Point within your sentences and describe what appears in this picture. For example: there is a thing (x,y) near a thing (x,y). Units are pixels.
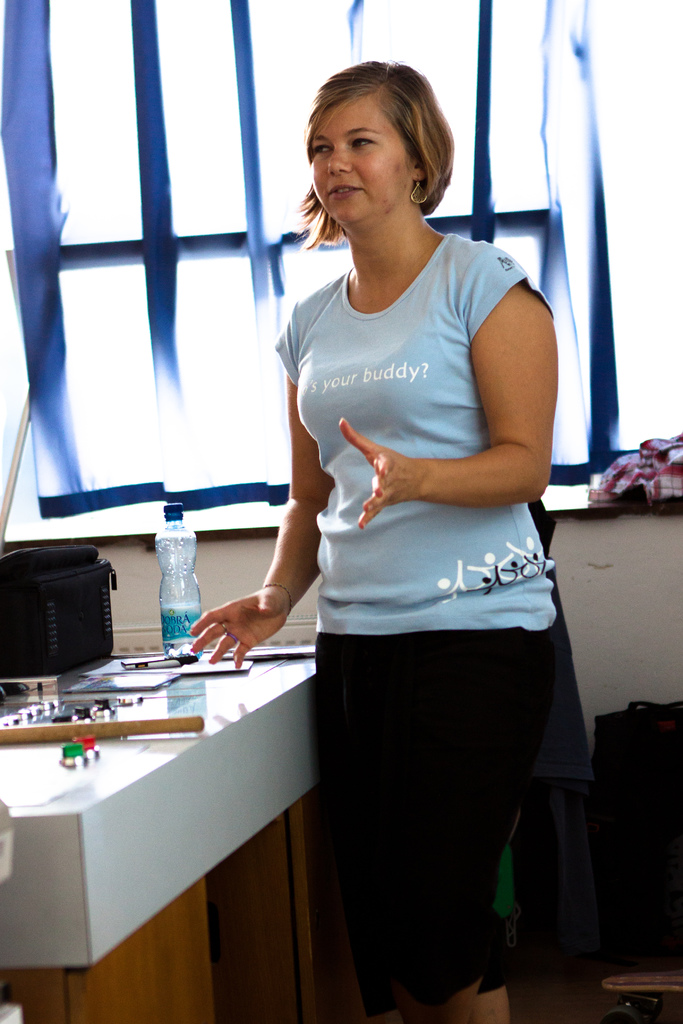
In this picture there is a woman (386,891) standing and talking and we can see bottle (190,645), wooden stick (152,720) and objects (281,648) on the table (16,810), behind her we can see cloth (637,473) on the platform (633,511) and bag (630,885) on the floor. In the background of the image (112,236) we can see curtain (142,212) and window (240,514).
